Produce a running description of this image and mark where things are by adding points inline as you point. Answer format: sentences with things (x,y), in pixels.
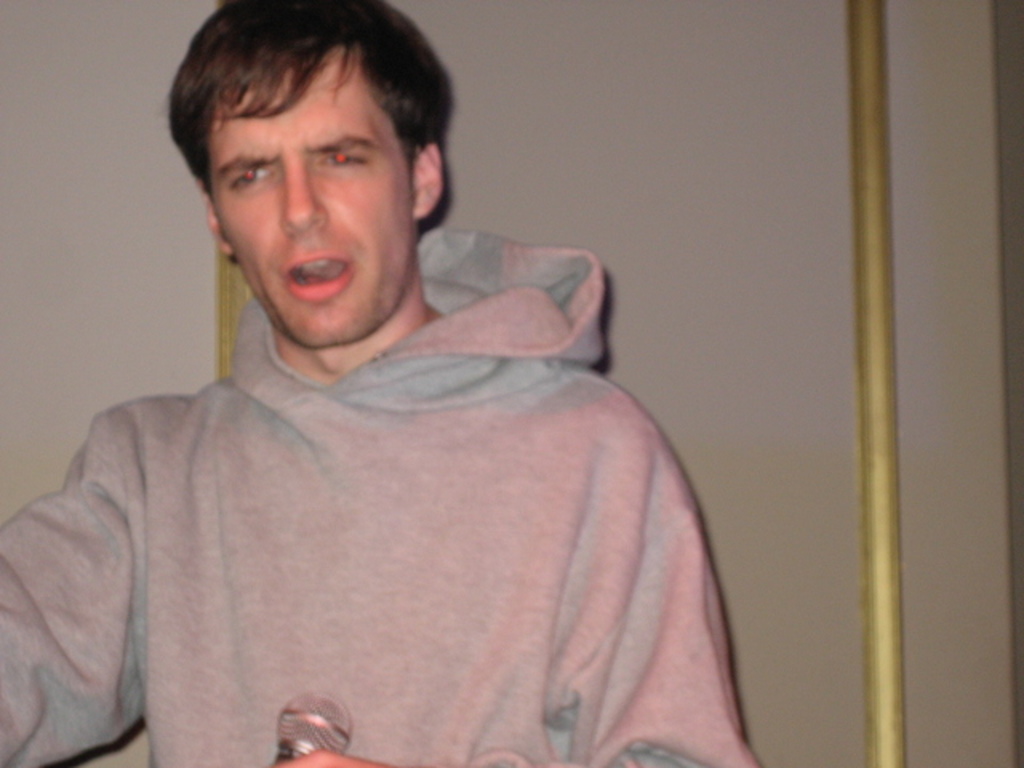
In this picture I can observe a person (286,446) wearing ash color hoodie (274,539). He is holding a mic (307,714) in his hand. In the background (708,269) there is a wall (648,241).
